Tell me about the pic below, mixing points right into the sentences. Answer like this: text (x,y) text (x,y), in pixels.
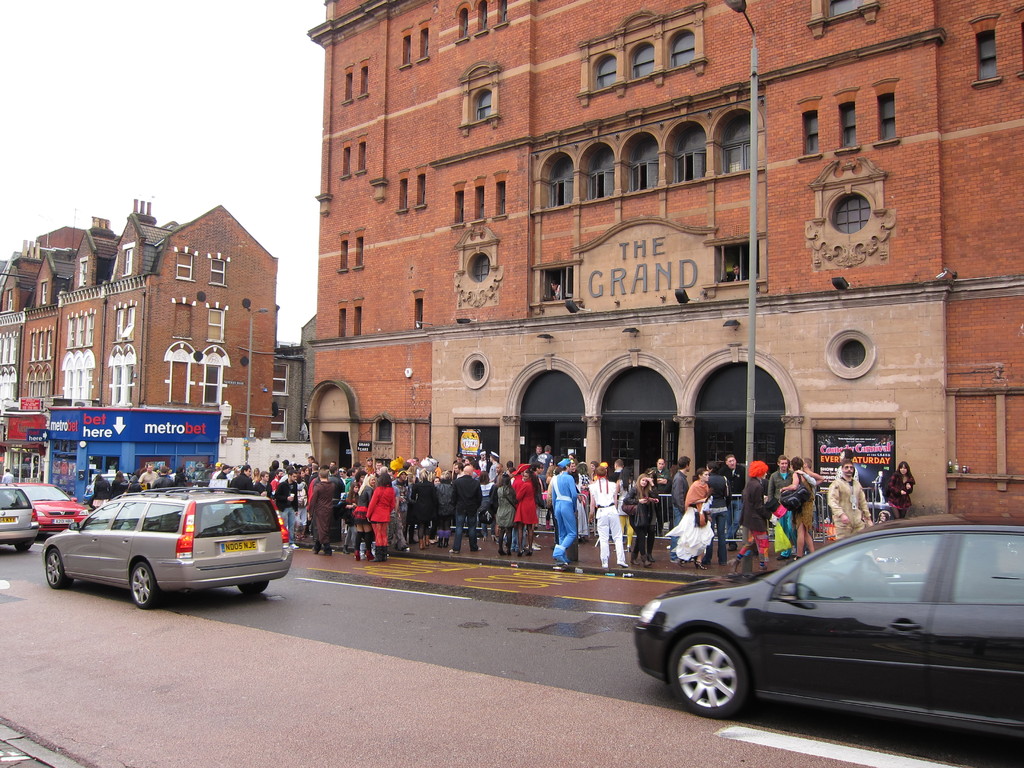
In this image we can see some buildings (450,278) with windows (477,261). We can also see a group of people (518,490) and some vehicles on the ground (563,591), the sign boards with some text (463,444) on them, a street pole (753,133) and the sky (112,211).
